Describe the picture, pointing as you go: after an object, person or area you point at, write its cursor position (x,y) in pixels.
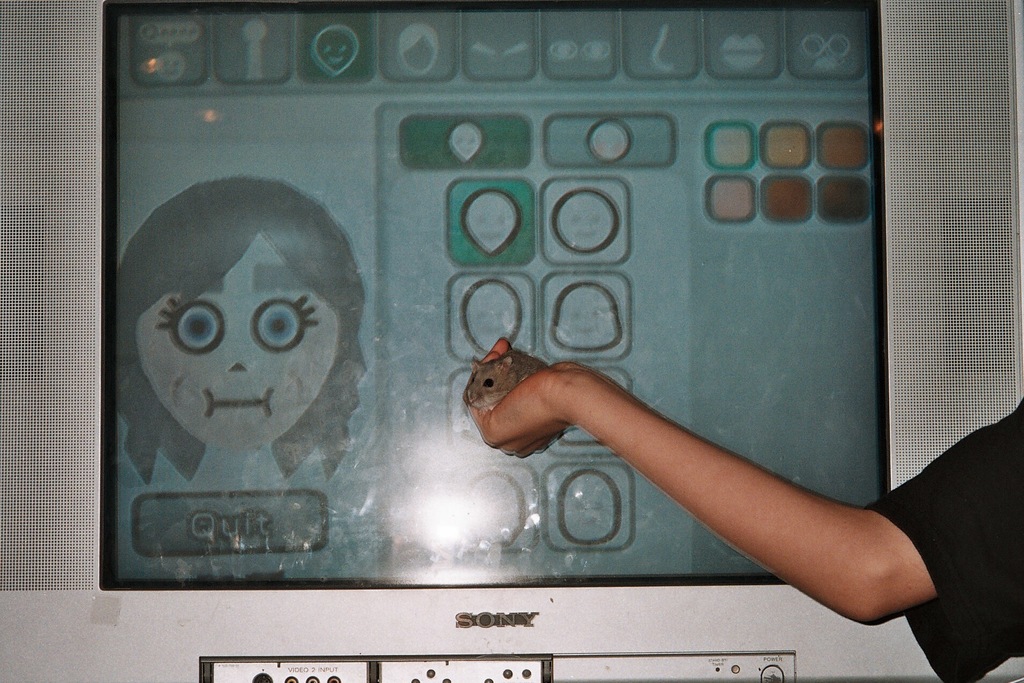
On the right side of the image (708,506) we can see a person's hand (530,429) holding a mouse (482,378). In the background (499,303) there is a television (320,266).
